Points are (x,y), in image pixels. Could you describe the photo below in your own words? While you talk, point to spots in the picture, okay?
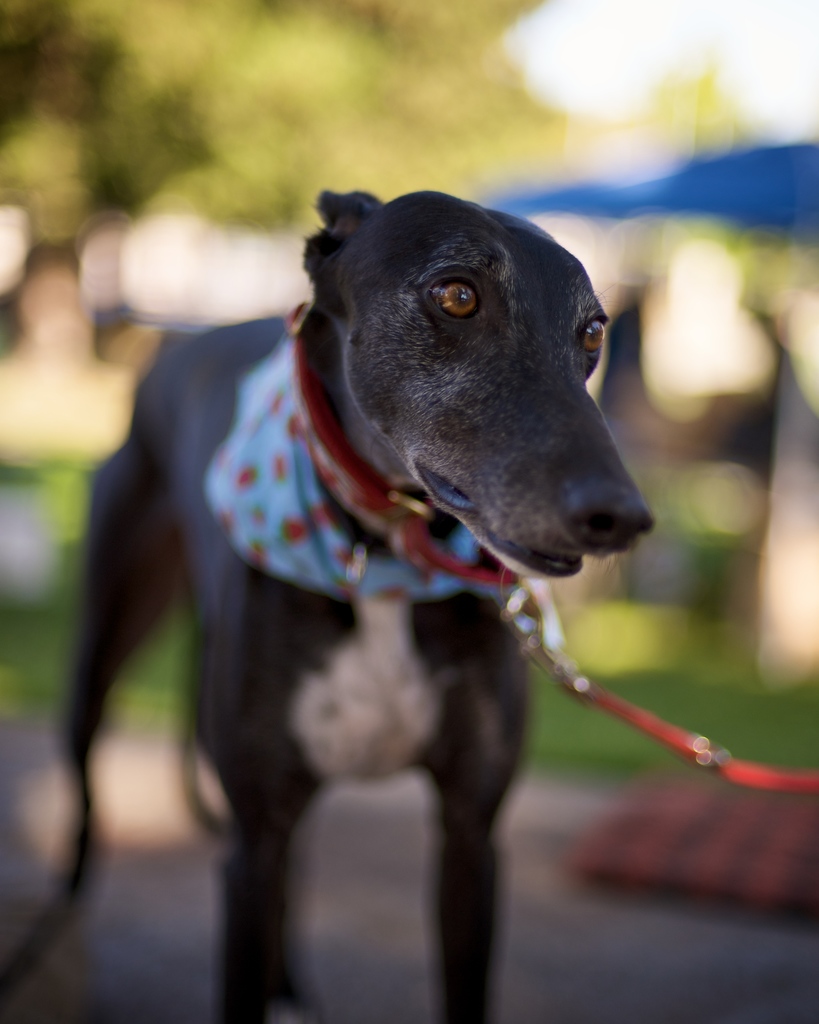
In this picture there is a dog (338,261) in the center (303,593). It is tied with the belt (431,544) and it is in black in color.
